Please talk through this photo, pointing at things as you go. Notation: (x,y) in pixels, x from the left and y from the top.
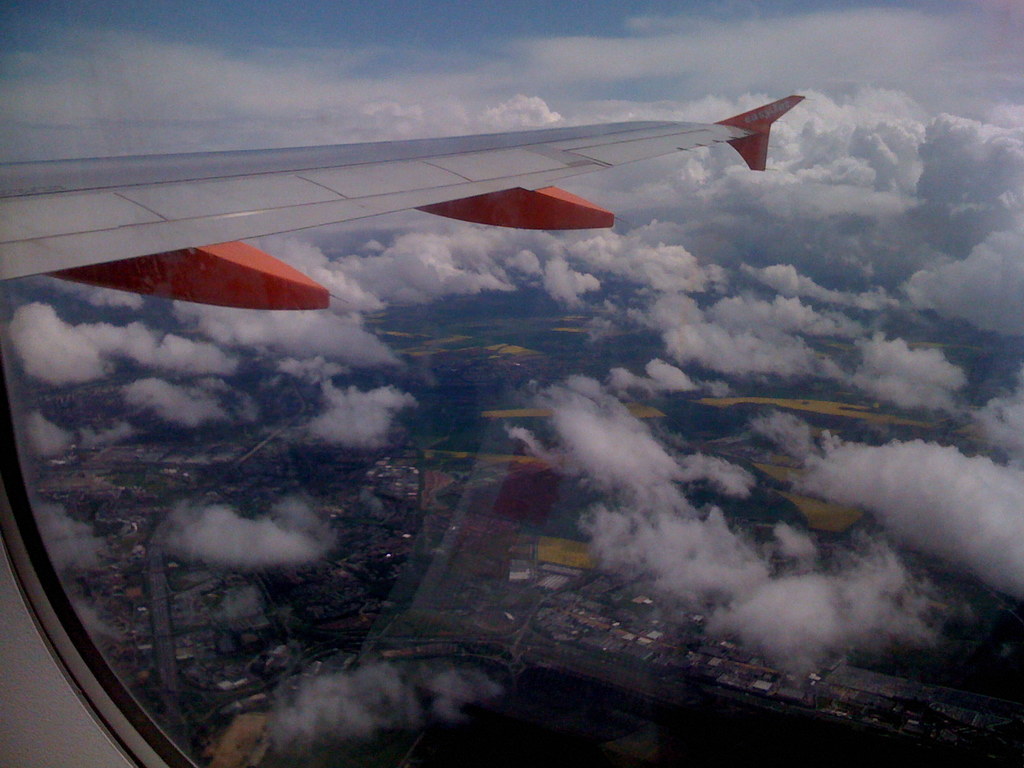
This image is taken from airplane (302,183), in this image there are clouds (670,107), at the bottom (354,546) there are houses (780,669) and trees (413,585).
